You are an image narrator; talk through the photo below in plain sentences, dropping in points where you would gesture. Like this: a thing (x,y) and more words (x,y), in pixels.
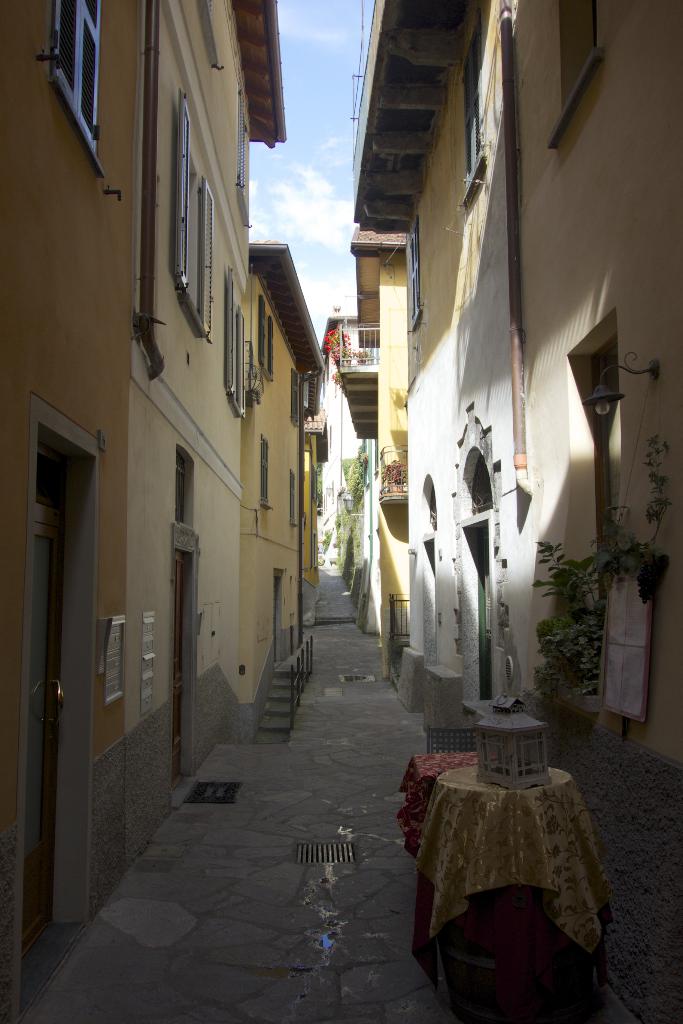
In this picture I can see the path (268,784) in front (233,992) and I can see a thing (541,977). In the background (429,99) I can see the buildings (15,328), few plants (565,675) and the sky (313,190).
